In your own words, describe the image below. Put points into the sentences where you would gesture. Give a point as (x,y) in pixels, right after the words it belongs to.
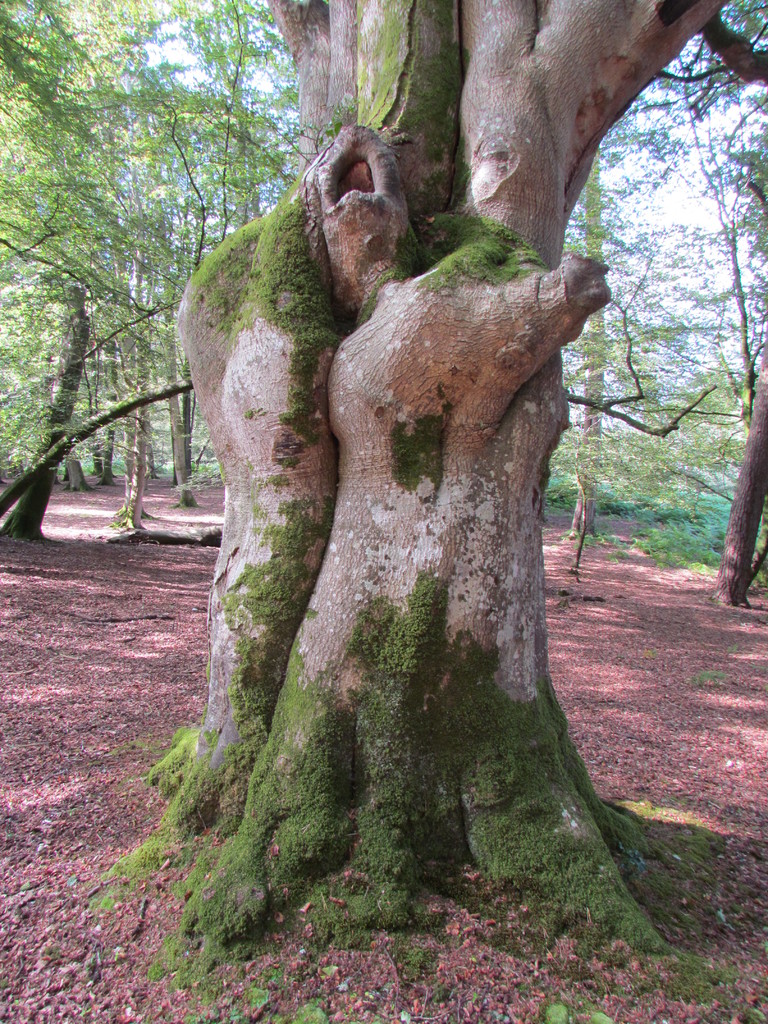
This image consists of many trees (477,470). At the bottom (138,852), there is ground (706,614). It looks like a forest (537,488).
